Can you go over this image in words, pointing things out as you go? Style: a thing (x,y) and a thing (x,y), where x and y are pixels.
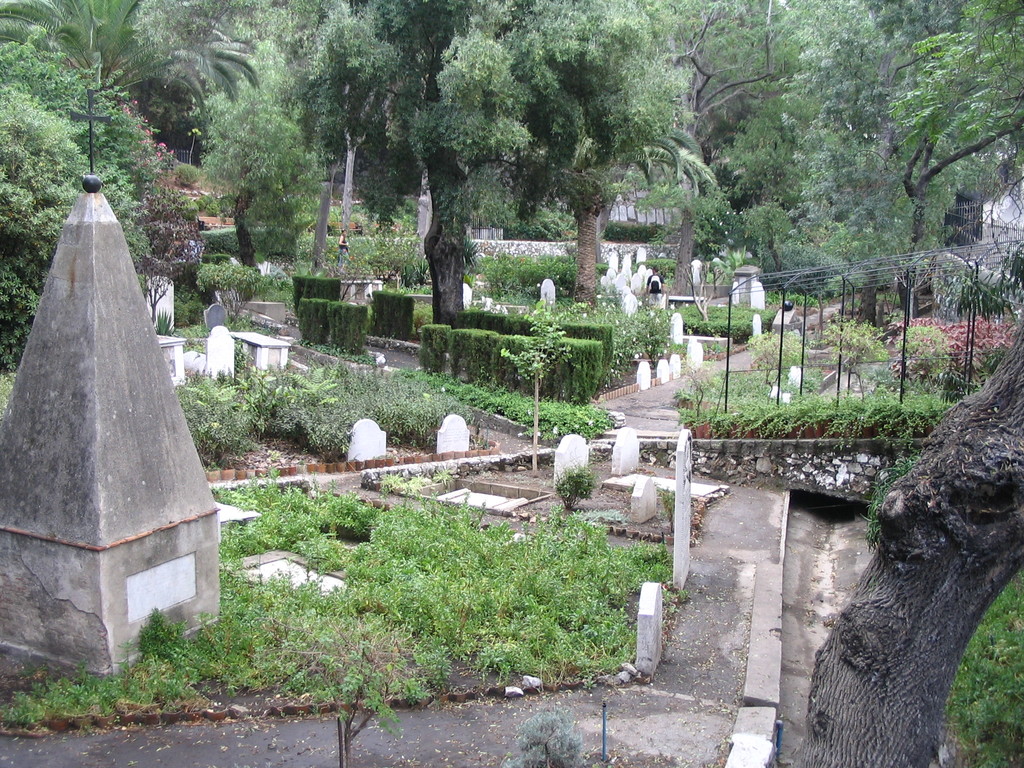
In this image we can see the graveyard stones (467,451), grass (497,539), plants (466,356) and also the trees (864,35). We can also see the black color poles (839,379), path (737,620) and also the concrete structure (131,484) on the left (146,526).
